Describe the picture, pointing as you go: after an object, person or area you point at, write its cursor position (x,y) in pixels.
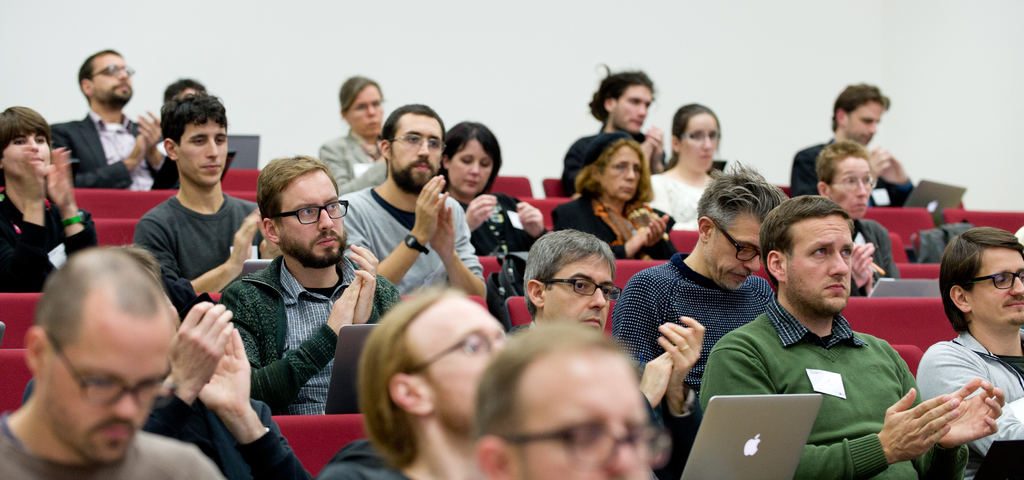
In this image I can see group of people (262,252) sitting. The person (824,271) in front (803,278) having a laptop (761,448) and the chairs (316,419) are in red color and the background (728,51) is in white color.
